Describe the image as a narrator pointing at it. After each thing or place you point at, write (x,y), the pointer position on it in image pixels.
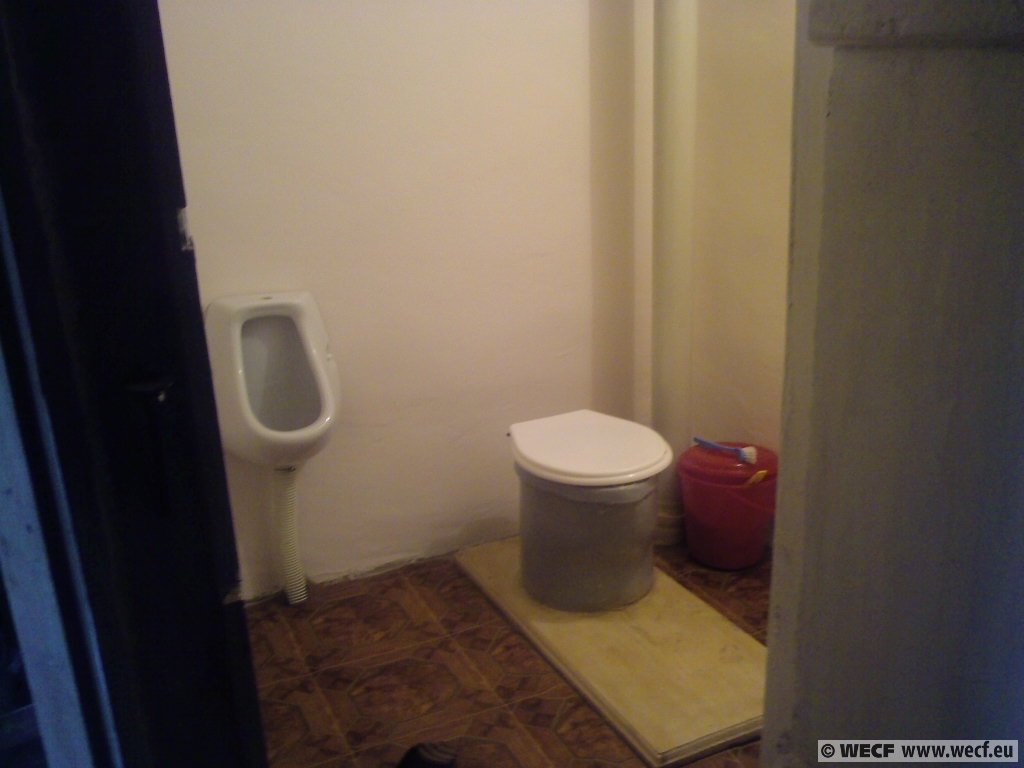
This image is a inside picture of a bathroom (489,332). There are buckets (604,494). There is a toilet seat (577,417). In the background of the image (339,97) there is wall (431,209). At the bottom of the image (430,699) there is floor (465,726).
